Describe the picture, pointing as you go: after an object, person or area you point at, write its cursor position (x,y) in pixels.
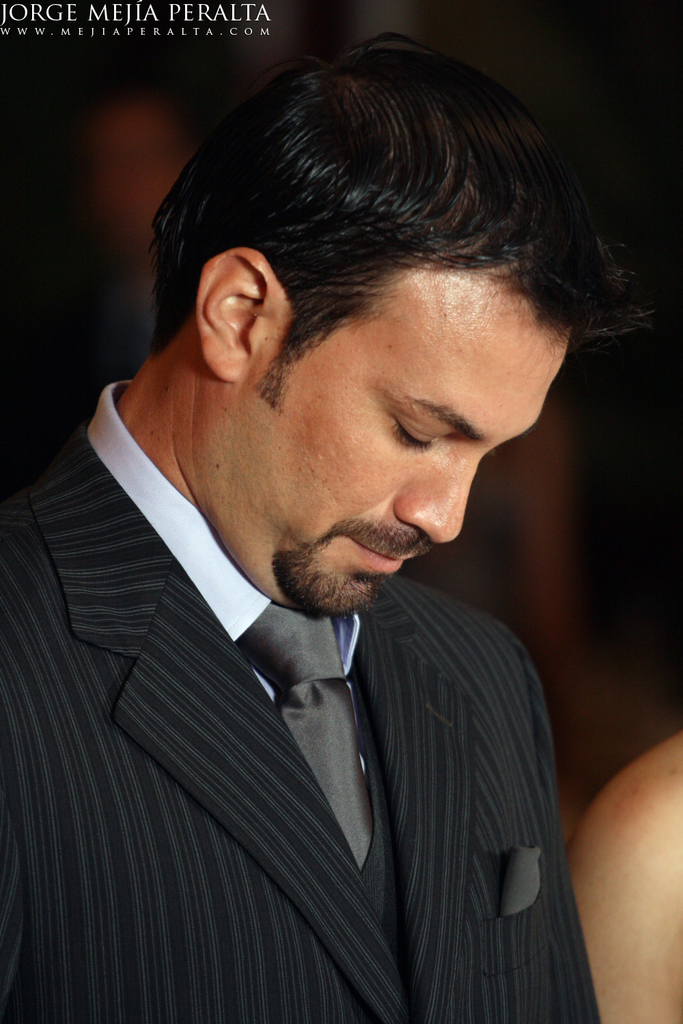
In the front of the image (422,474) I can see a person (438,934). In the background of the image (77,236) it is blurry. At the top left side of the image (166,7) there is a watermark (242,4).
